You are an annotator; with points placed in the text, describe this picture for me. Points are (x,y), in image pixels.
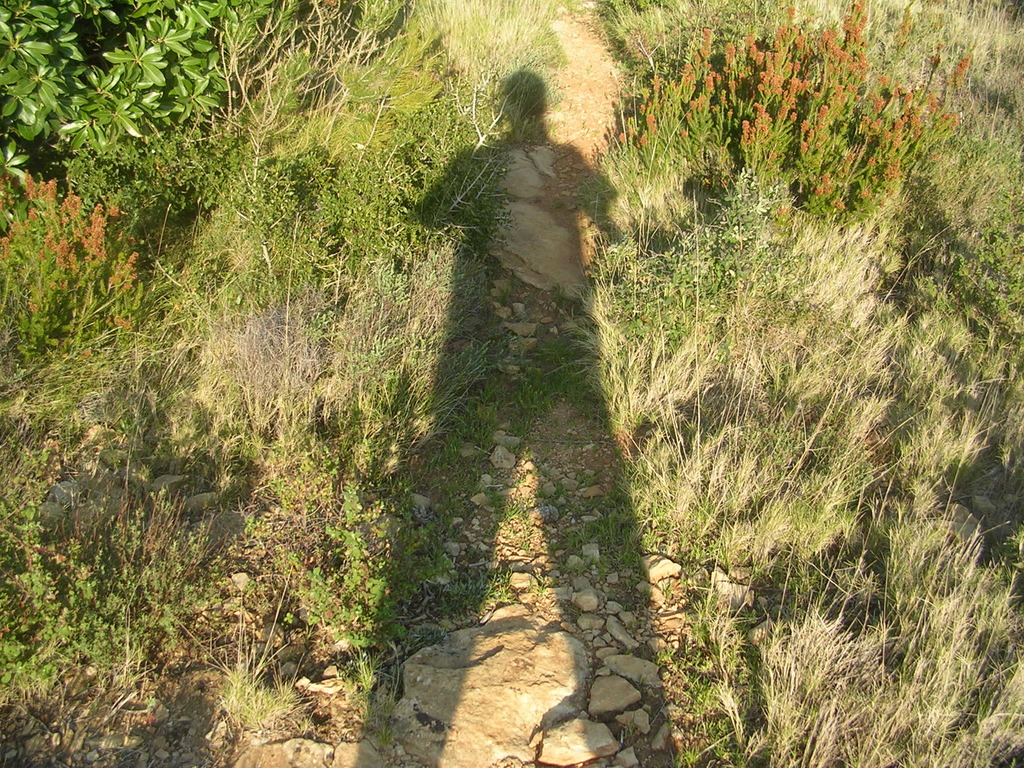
In the image we can see some plants (10,95) and grass (1001,487), on the grass (94,407) we can see a shadow (432,589). Bottom of the image (356,764) there are some stones (588,763).
